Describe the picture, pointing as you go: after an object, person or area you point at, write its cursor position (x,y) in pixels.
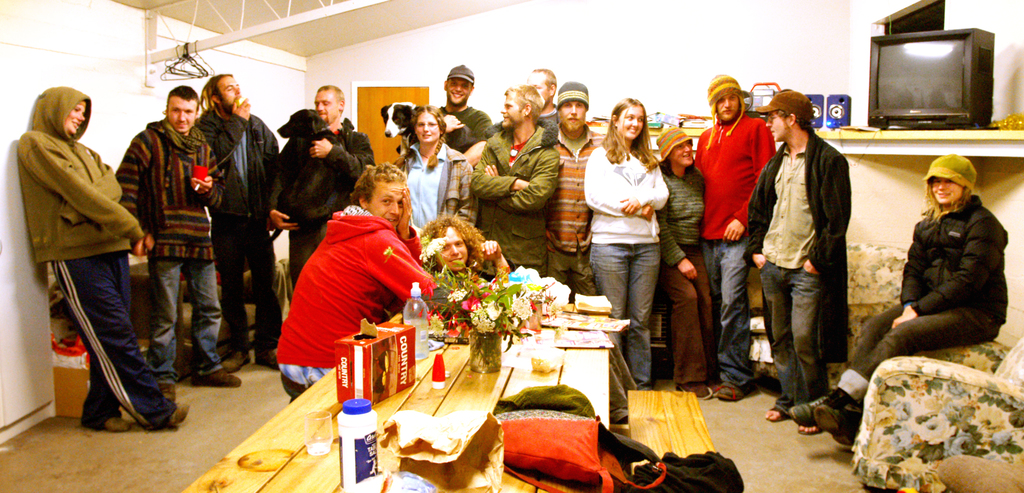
In the center of the image (530,323) there is a table (594,370) on which there are objects (558,336). In the background of the image (184,175) there are people (167,195) standing. There is wall (767,55). To the right side of the image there is a tv (929,49). There is a chair (976,349).
